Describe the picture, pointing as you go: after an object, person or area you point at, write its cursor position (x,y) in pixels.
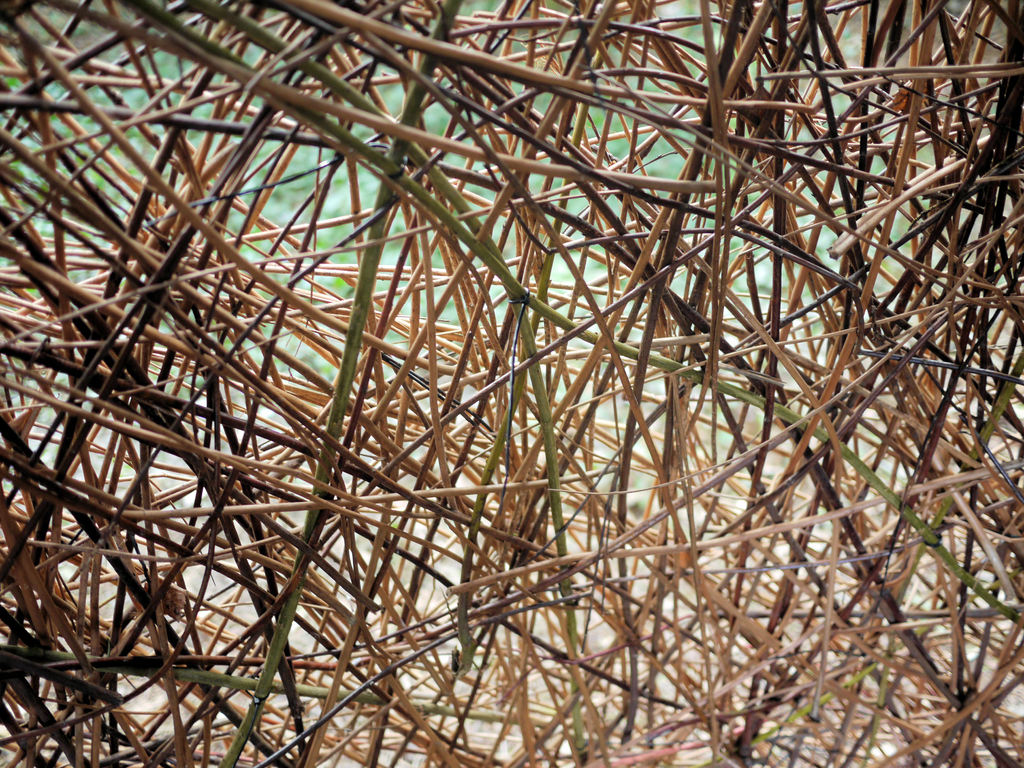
In this image in the foreground (457,253) there is some grass (571,312), and in the foreground (706,115) there are plants (314,252).
